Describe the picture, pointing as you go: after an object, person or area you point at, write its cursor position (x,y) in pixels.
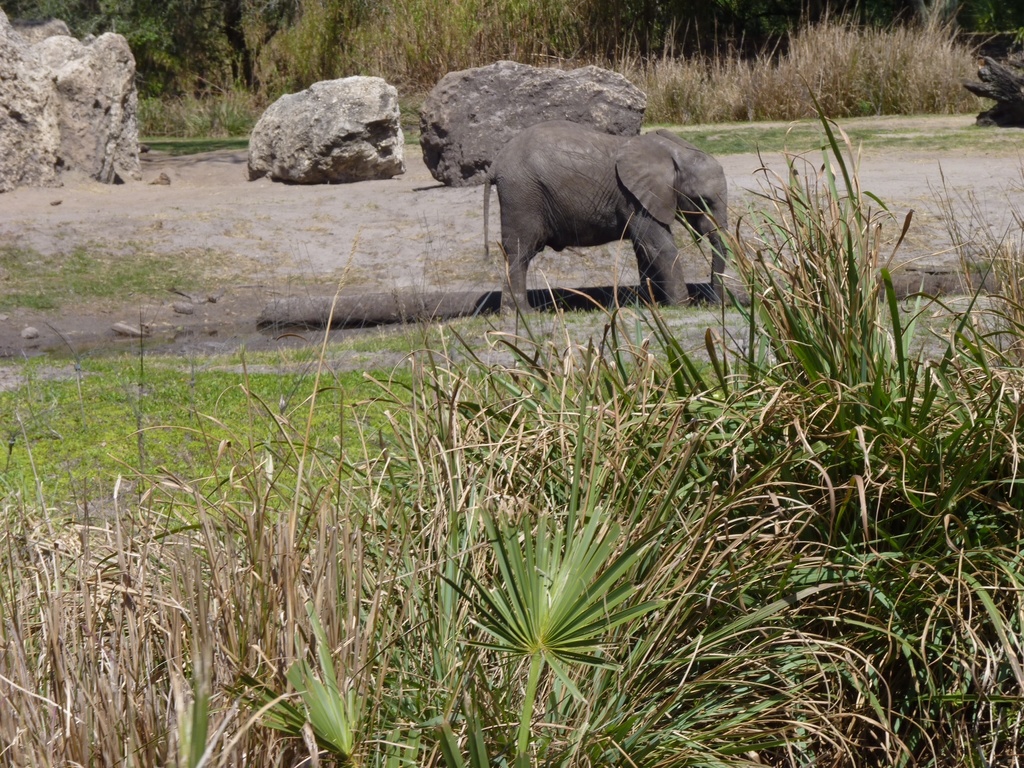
At the bottom of this image (532,573), there are plants (493,517) and grass (379,454) on the ground (77,435). In the background (581,173), there is an elephant (511,261), beside this elephant (515,293) there is a wooden pole (321,303), there are rocks (622,112), trees (741,35) and there is grass (949,45) on the ground (467,270).
